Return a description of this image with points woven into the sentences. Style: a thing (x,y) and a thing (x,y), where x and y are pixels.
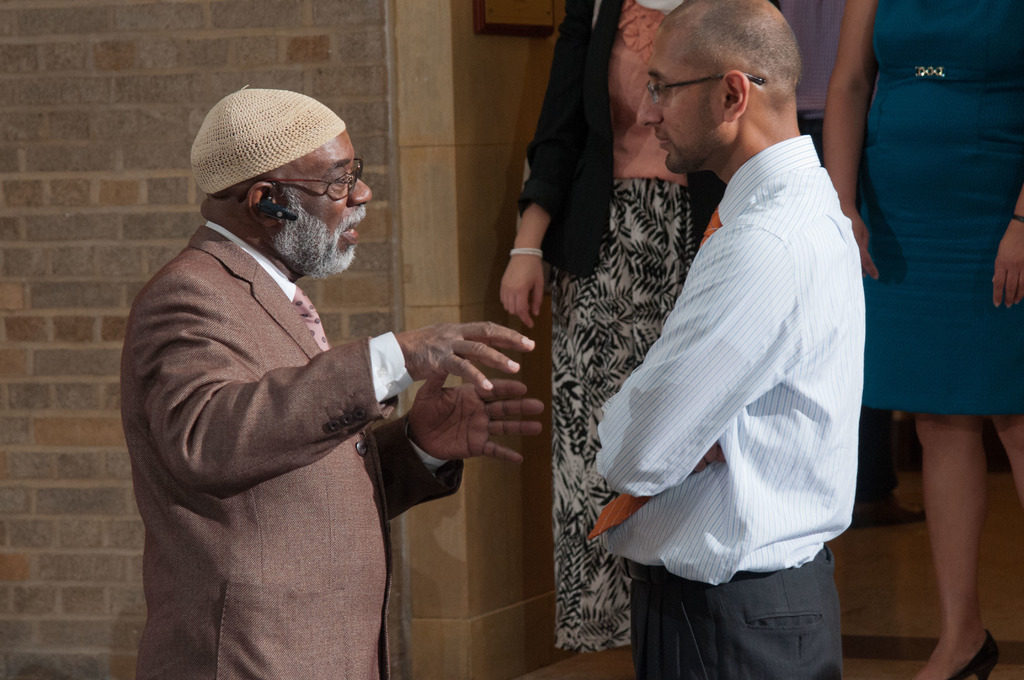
In this picture we can see a man (191,292) wore a blazer (270,335), tie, cap (303,137), spectacles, talking and in front of him we can see a man (755,499) standing and in the background (330,70) we can see the wall (288,70), frame (516,10) and some people (895,153) are standing on the floor (1021,554).
